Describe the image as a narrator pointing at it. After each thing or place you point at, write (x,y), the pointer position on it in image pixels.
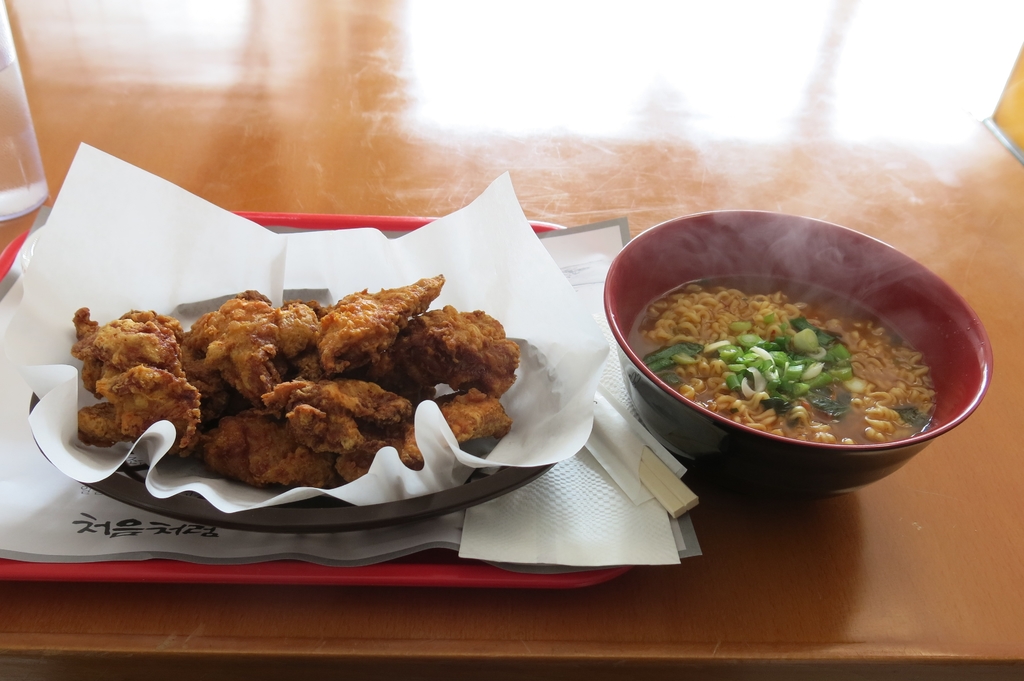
In this image I can see a table (589,169) and on it I can see a glass (15,107), two plates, few white colour papers (537,423), a tissue paper (534,493), two chopsticks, a bowl (710,426) and different types of food (691,300). On the top right side of the image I can see a yellow colour thing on the table (932,244).
